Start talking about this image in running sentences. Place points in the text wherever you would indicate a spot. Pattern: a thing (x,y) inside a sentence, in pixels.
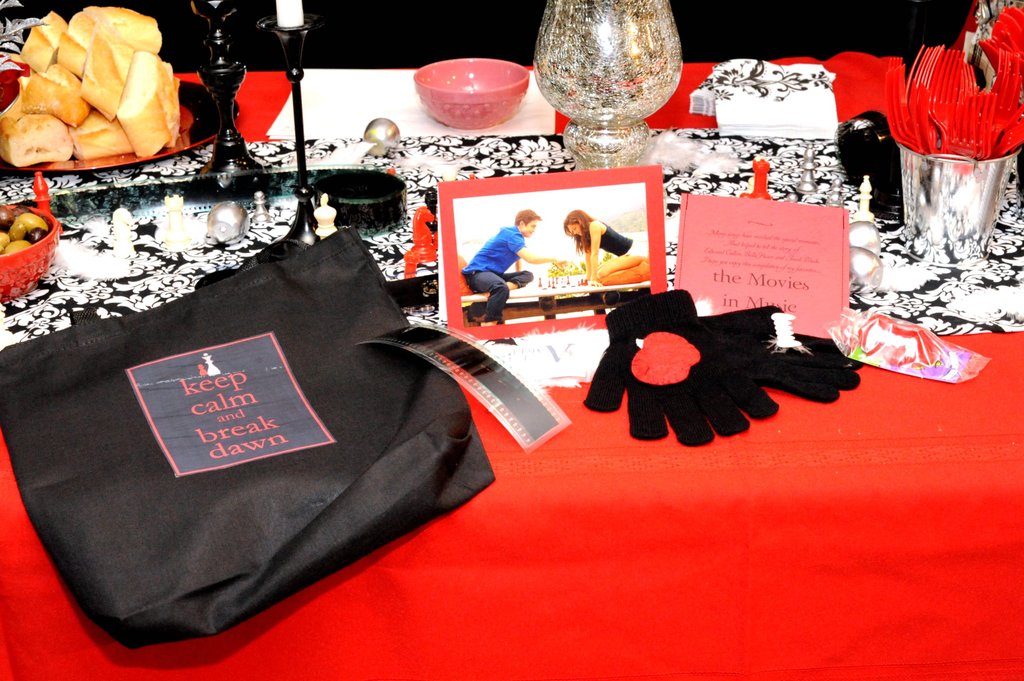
In this picture I can see a bag (333,438) on the left side (310,512), in the middle (574,304) there is a photo frame (557,305) and there are gloves (733,355). In the top left hand side (98,29) there is the food (128,131) in a plate (185,135), on the right side (892,102) there are plastic forks (976,133) in a glass (989,186).
